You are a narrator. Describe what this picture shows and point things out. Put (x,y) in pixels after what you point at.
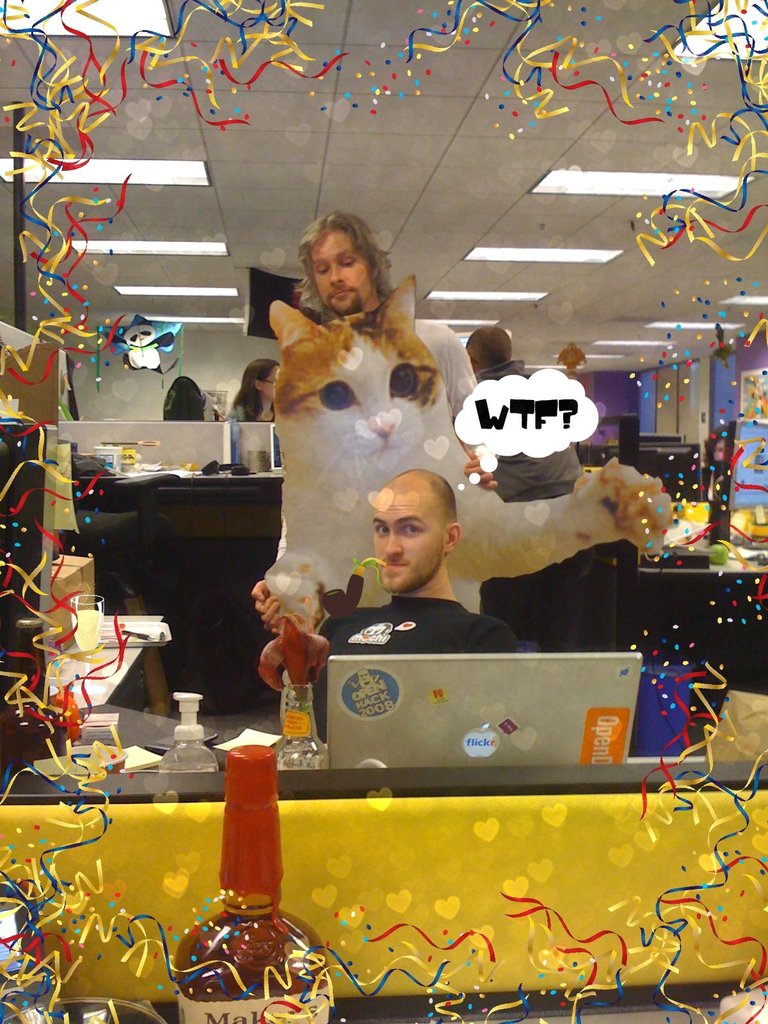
In this image we can see a bottle (235,989) with a label (263,1009) on it, a few more bottles (38,723), glass (89,639) with drink (79,634), tray (110,635) and laptop (565,712) placed on the table (607,796). Here we can see this person (349,634) wearing black T-shirt (387,634) is sitting near the table (356,775) and this person (304,306) standing is holding a cat board (331,459). In the background (272,383), we can see a few more people (255,374) standing, we can see, monitors (668,454) on the table (116,480) and ceiling (373,142) with lights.
